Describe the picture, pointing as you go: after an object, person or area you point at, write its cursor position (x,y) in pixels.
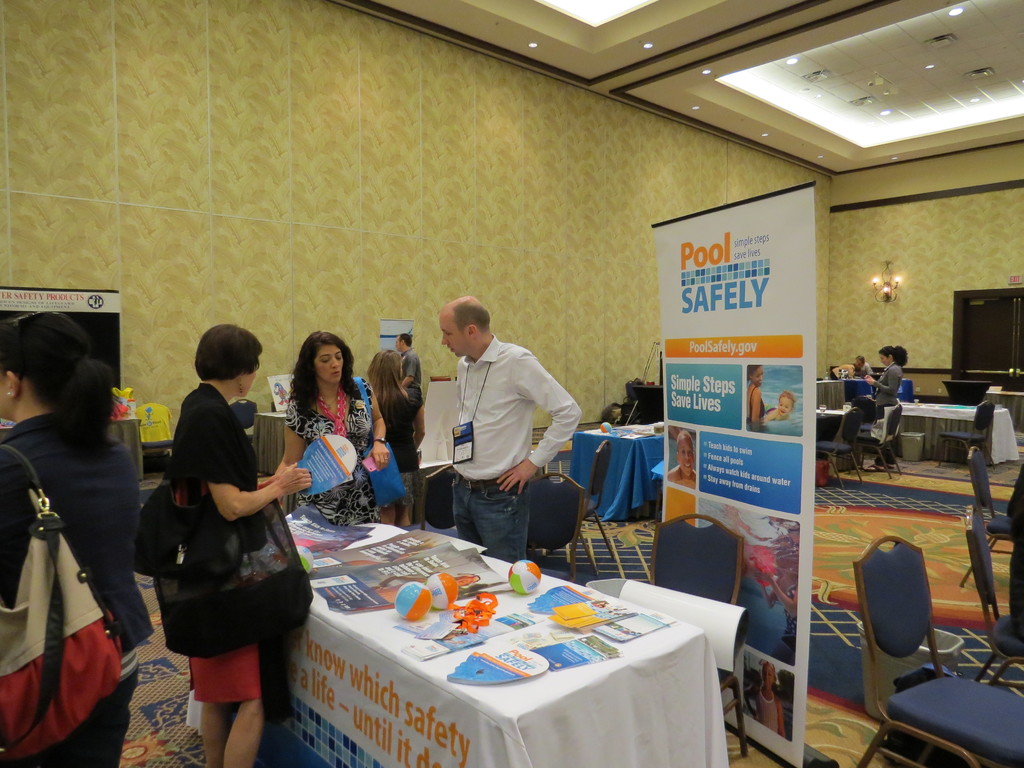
In this image we can see group of people (470,438) standing on the floor (173,710), some are carrying bags (58,627). In the foreground of the image (514,663) we can see papers (367,580), balls (415,603) placed on the table (531,748). In the right side of the image (756,566) we can see a banner (772,409) with some text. In the background (980,318) we can see lights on wall (947,235) and a door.
